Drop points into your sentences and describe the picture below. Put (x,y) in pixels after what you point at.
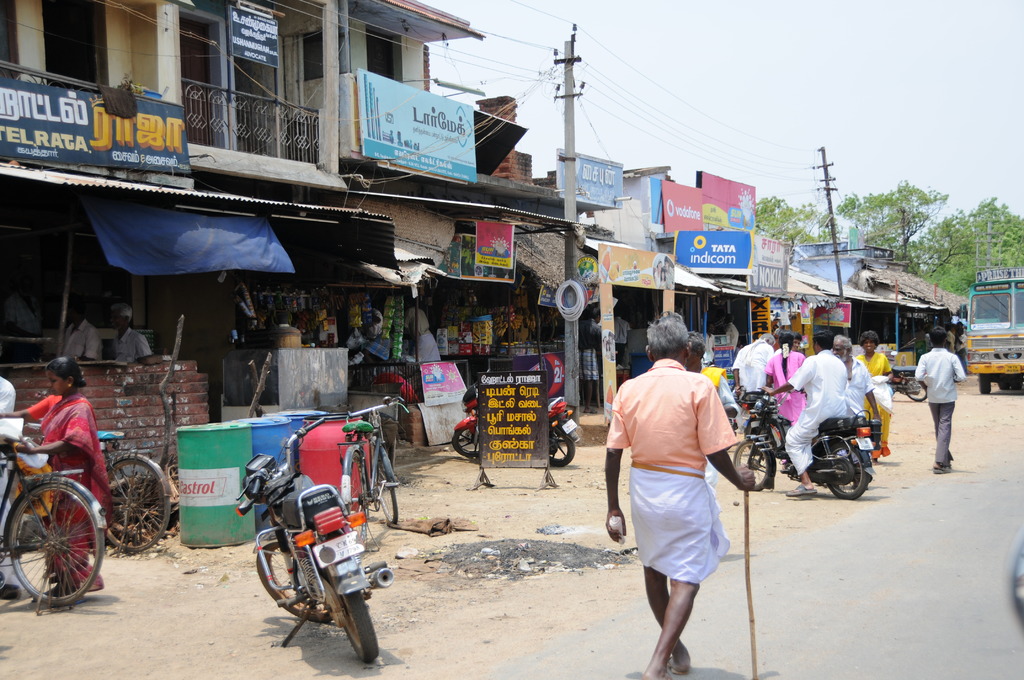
There are groups of shops (280,383) and there are group of people (844,385) in front of the shops (426,394).
